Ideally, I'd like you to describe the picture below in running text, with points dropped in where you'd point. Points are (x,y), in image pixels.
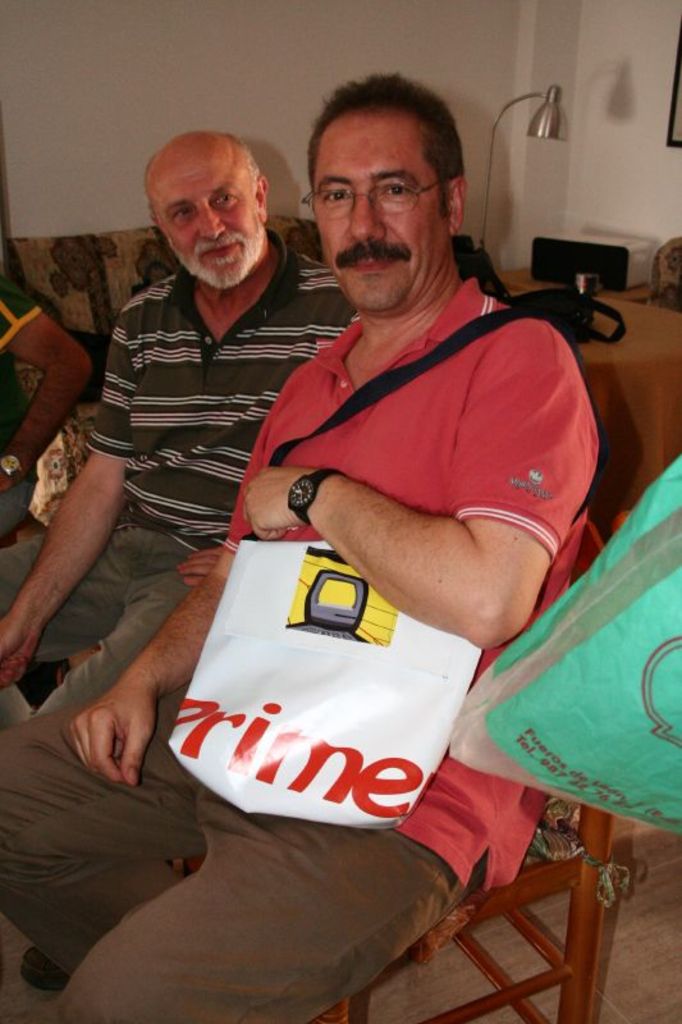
In this picture we can see two men (248,514), they are seated on the chairs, the right side person (432,514) is holding a bag (341,695), in the background (542,295) we can find a light (558,99) and some other things (581,250) on the table (550,285).
